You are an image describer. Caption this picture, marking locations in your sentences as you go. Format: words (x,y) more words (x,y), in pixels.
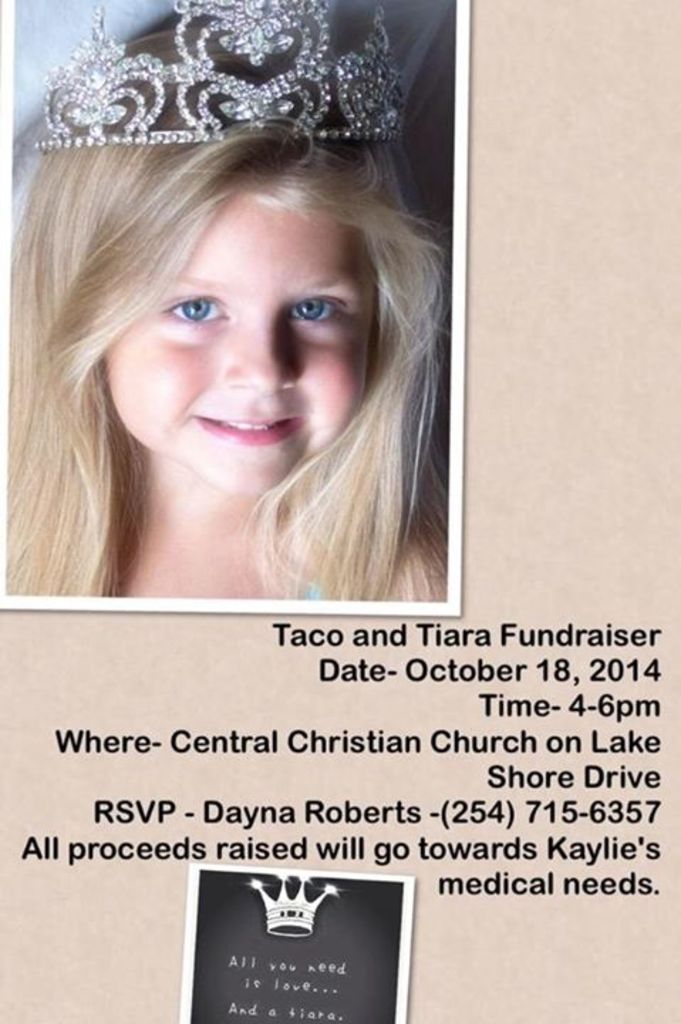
At the top left corner (203,228) a girl (216,445) is there and she is wearing a crown (254,38). At the bottom of the image (415,814) text (514,714) is there.
